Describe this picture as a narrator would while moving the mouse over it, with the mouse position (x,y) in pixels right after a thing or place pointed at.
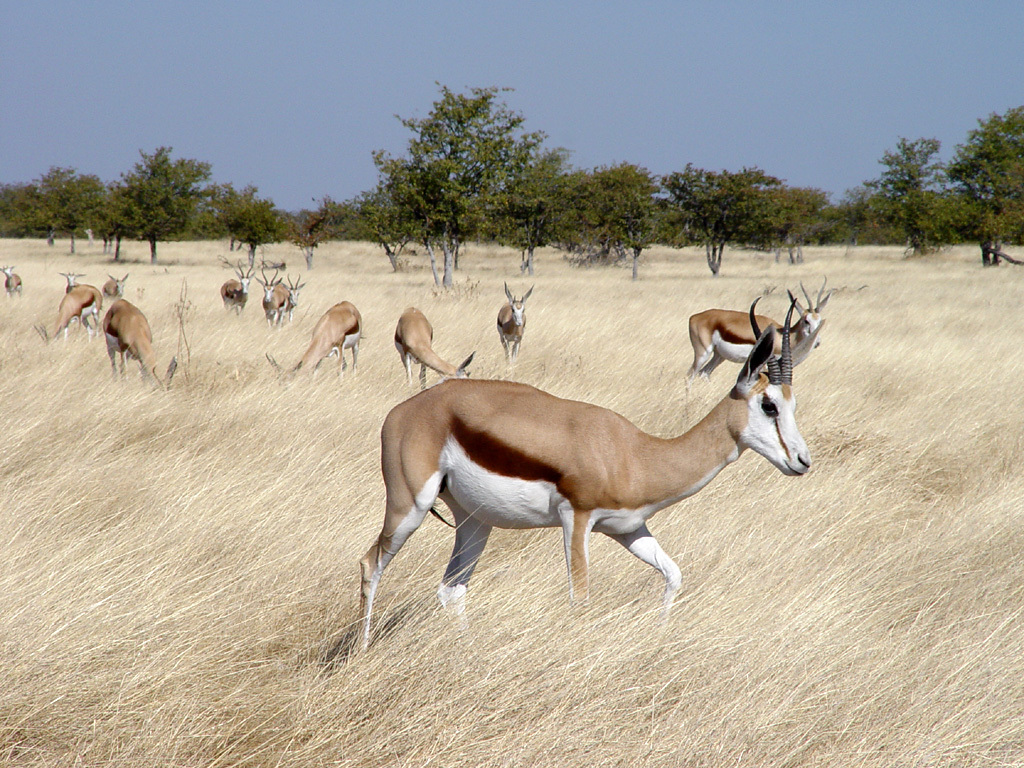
In this image we can see a herd (245,304) standing on the grass (379,435). In the background (462,205) there are trees (568,177) and sky (773,162).
